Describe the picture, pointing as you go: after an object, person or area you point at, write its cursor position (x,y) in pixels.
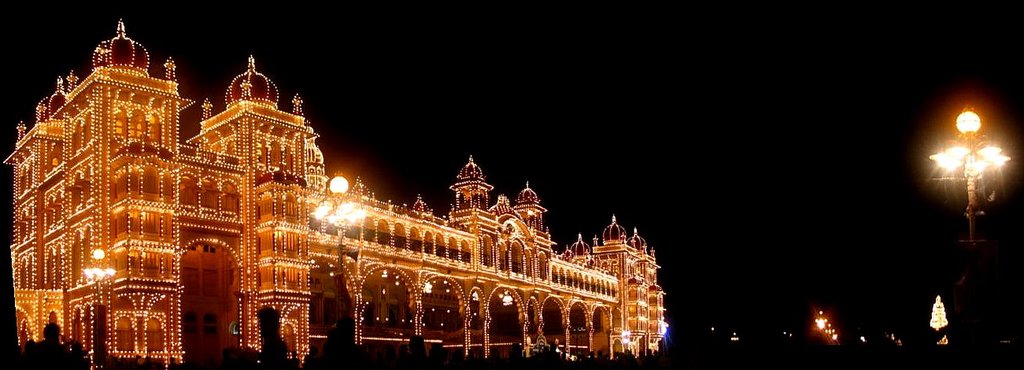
This picture is captured during the night time. In this picture we can see the lights (970,216) and we can see a building (308,257) which is decorated beautifully with lights (525,275). Bottom portion of the picture (572,365) is completely dark.
